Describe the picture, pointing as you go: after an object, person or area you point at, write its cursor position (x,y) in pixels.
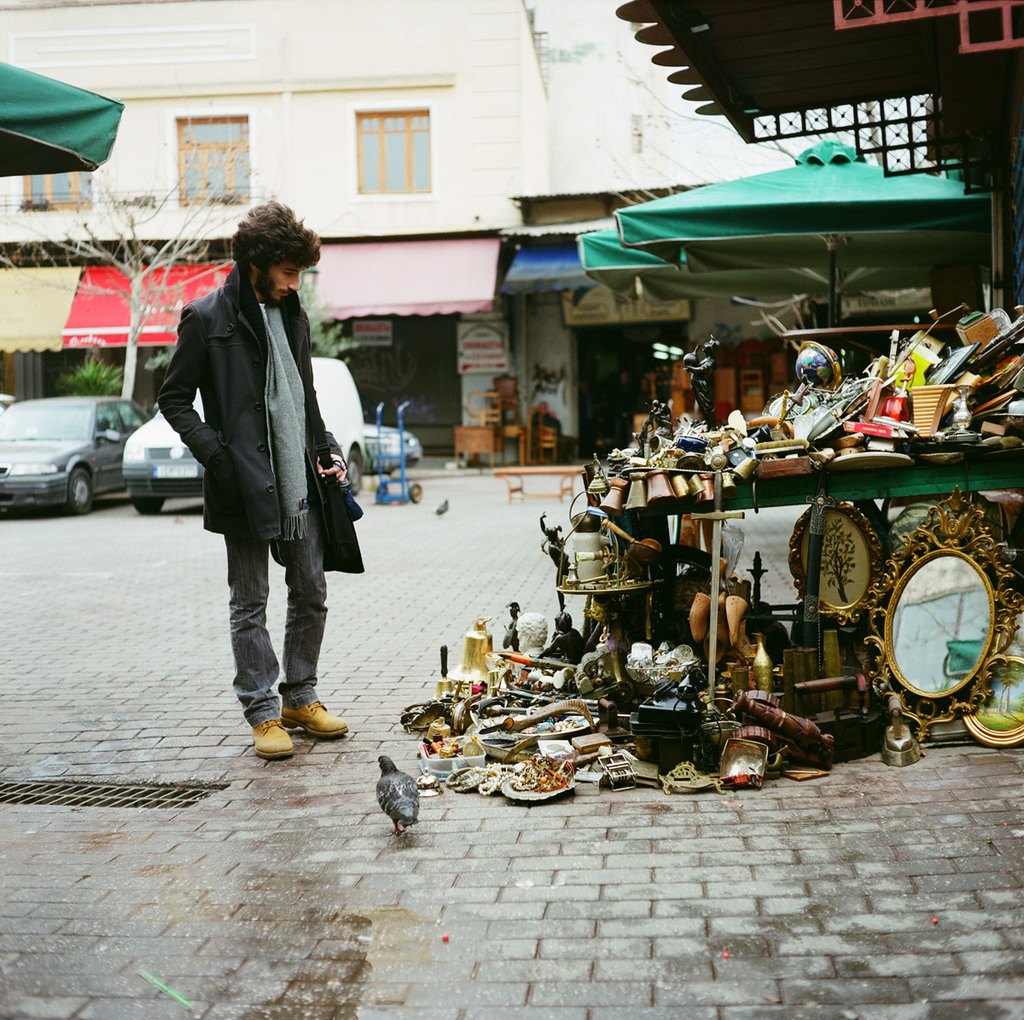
To the right side of the image (820,413) there are objects (707,460) on the table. In the background of the image (308,210) there are buildings (159,193), windows (240,130). There are stores (10,280). There are cars (334,431) on the road (159,673). There is a person (240,673) standing wearing a coat (245,285). There is a pigeon (399,777). At the bottom of the image (408,1009) there is road (428,987).
